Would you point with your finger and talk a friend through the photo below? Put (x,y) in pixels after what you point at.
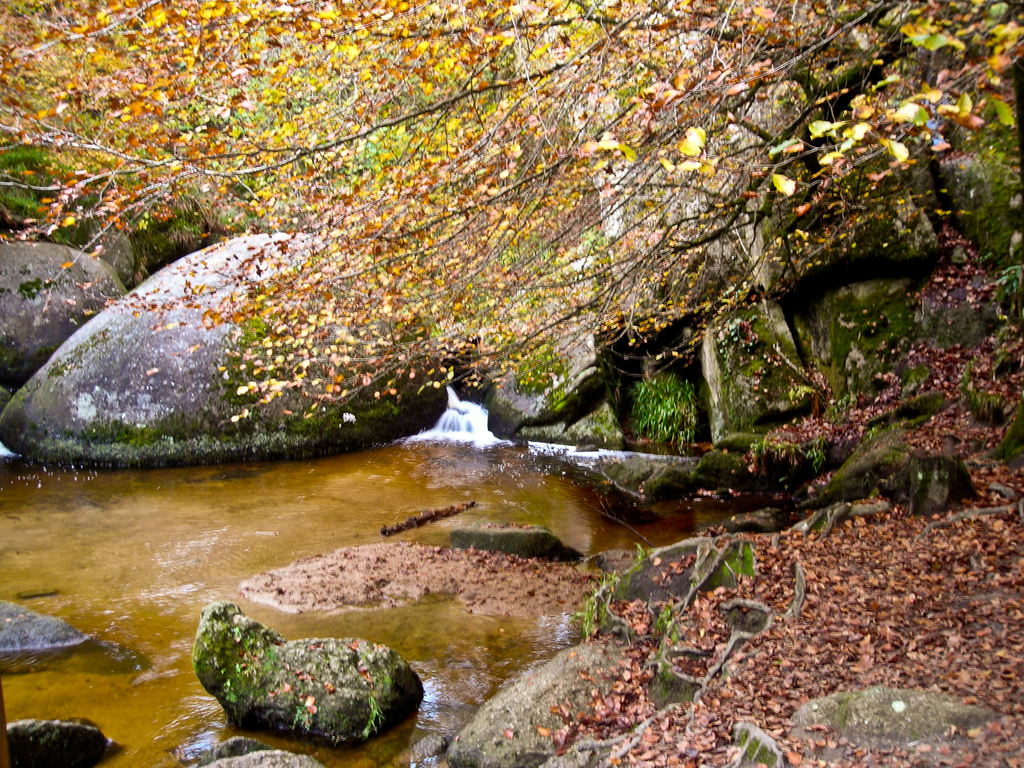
This picture shows water (499,461) flowing from rock (504,433) and a tree (315,400).
